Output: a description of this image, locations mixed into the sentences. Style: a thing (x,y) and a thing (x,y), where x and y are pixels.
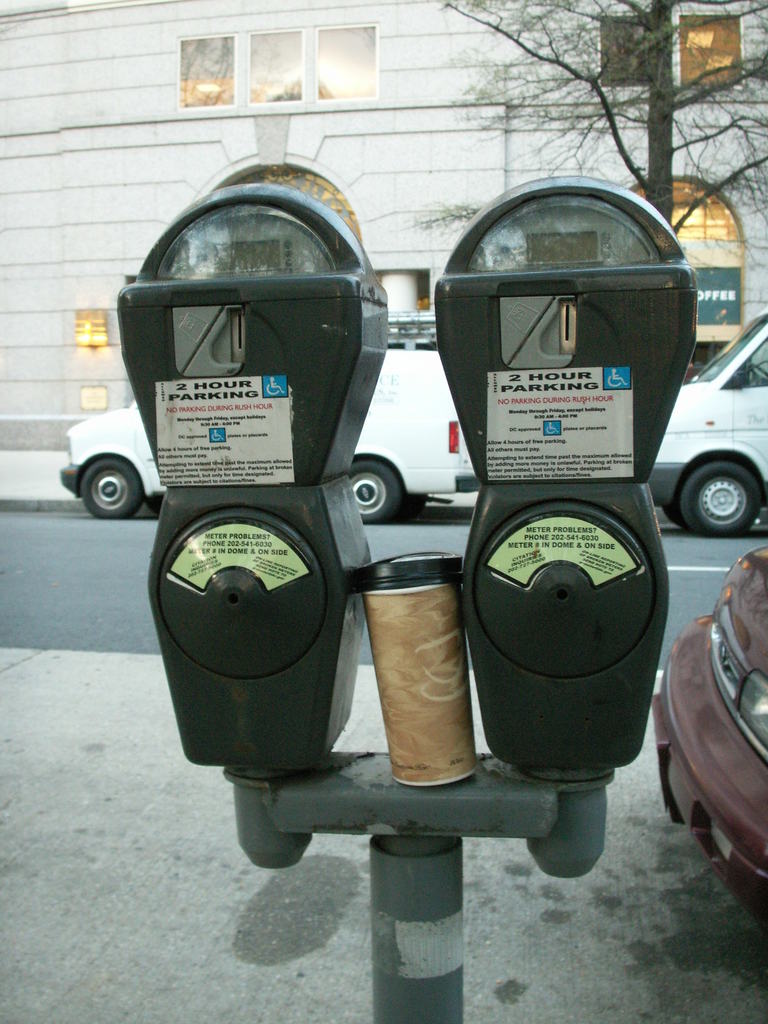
This image is taken outdoors. At the bottom of the image (238,877) there is a sidewalk (190,896) and there is a road (67,584). In the background (257,105) there is a building (302,126) with a wall (384,202), windows (261,88) and doors (686,220). There is a tree (612,138) and there is a board (706,304) with a text (717,299) on it. A car (109,432) is parked on the road (82,554). On the right side of the image (689,641) two cars (726,711) are parked on the road (75,544). In the middle of the image (351,378) there is a parking meter (264,424) with a text (207,423) on it.
